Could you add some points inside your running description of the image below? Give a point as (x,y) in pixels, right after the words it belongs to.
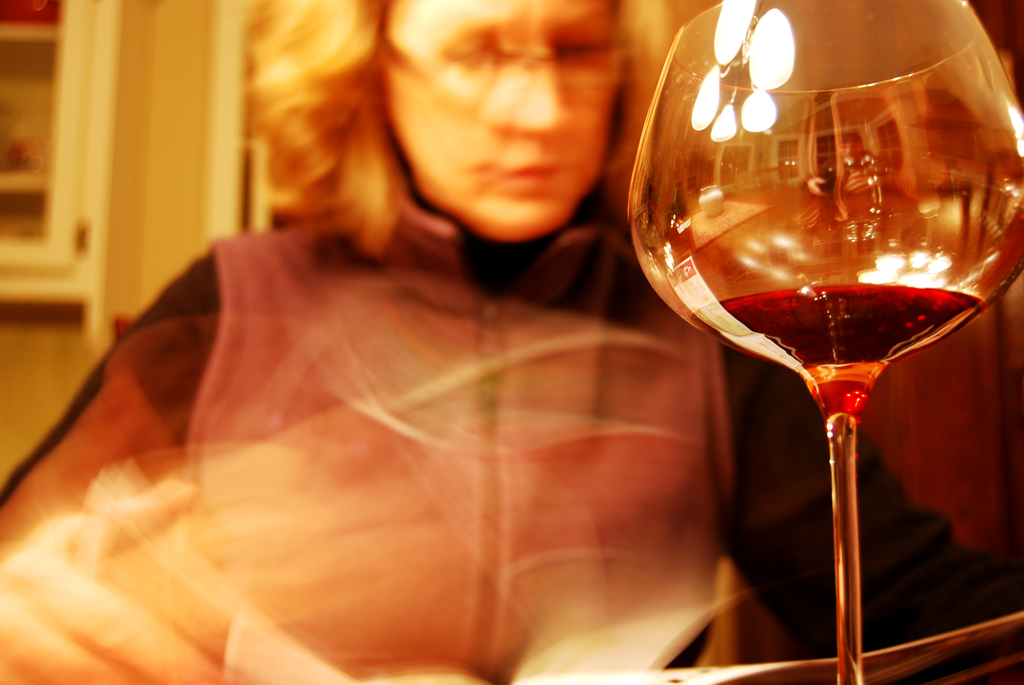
In this image we can see a woman (537,158) is sitting, and holding a book (285,670) in the hands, here is the glass (847,398) on the table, and some liquid (844,380) in it, here it is blurry.
